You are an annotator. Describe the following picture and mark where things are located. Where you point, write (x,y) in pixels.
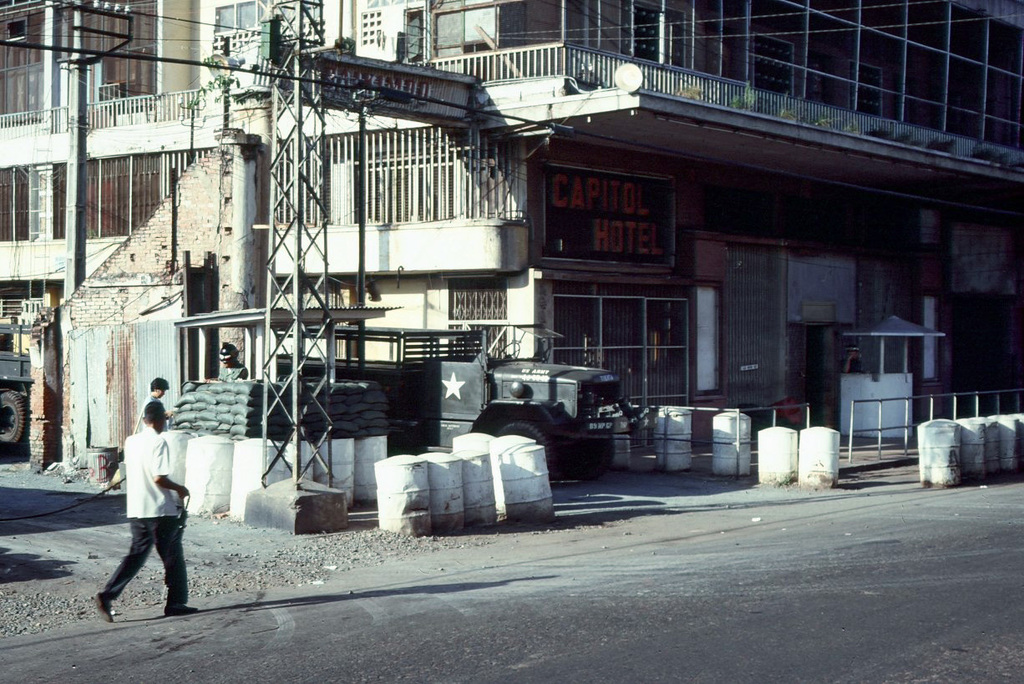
In the picture I can see the building (423,309). I can see the windows (778,64) and the metal grill fencing (620,341) of the building (536,147). I can see the drums (392,515) on the side of the road (120,608). There is a vehicle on the side of the road (88,501). I can see a man (103,597) walking on the road (37,583). I can see a pole (287,422) on the left side (291,278).
